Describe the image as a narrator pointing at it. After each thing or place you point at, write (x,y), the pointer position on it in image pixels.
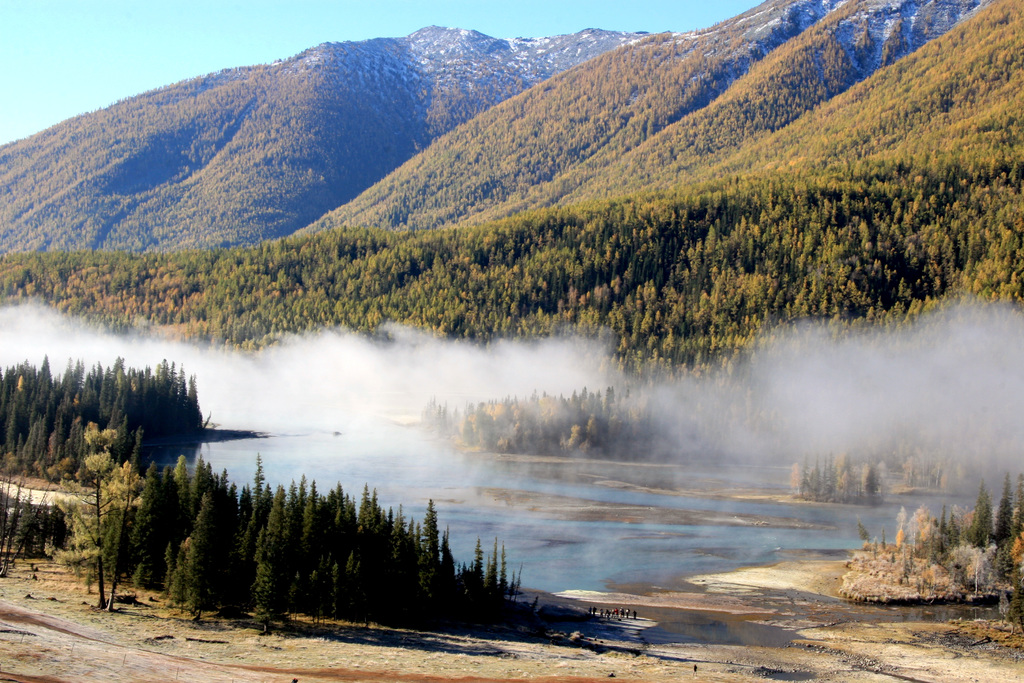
This image is clicked outside. At the bottom (243,658), there is ground (331,647). In the front (172,516), there are plants (317,578). In the middle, there are few people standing on the ground (599,612). And there is water (622,577) along with smoke (243,384). In the background (580,82), there are mountains (786,277) which are covered with trees (717,109) and plants (683,307). To the top (43,68), there is sky (39,69).
